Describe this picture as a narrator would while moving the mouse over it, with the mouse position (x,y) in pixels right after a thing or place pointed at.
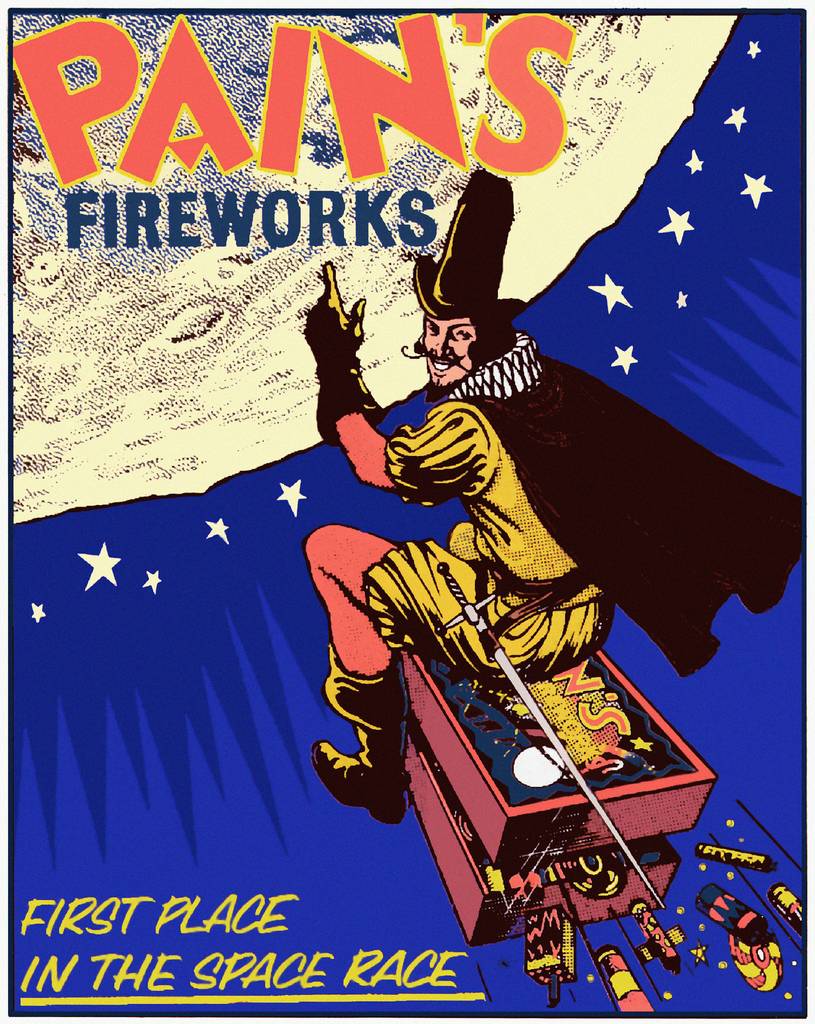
In this picture there is a poster (589,315). On the poster (601,302) there is a picture (463,291) of a man (492,446) sitting on the object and there are objects (557,945) in the air (518,948). At the top (429,108) there is text (52,102) and there are pictures (695,166) of stars (598,292). At the bottom (392,988) there is text (319,999).
